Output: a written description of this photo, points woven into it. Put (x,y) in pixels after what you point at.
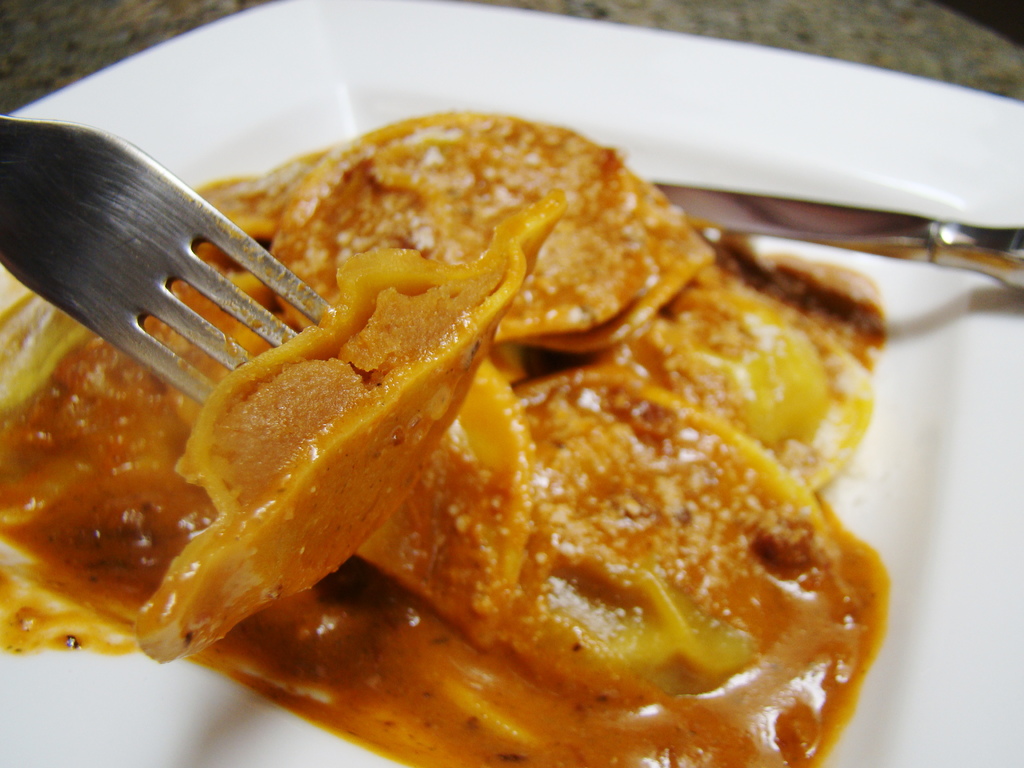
In the center of this picture (621,277) we can see a white color plate (949,150) containing some food items (467,419) and we can see a fork (146,259) and some other items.
